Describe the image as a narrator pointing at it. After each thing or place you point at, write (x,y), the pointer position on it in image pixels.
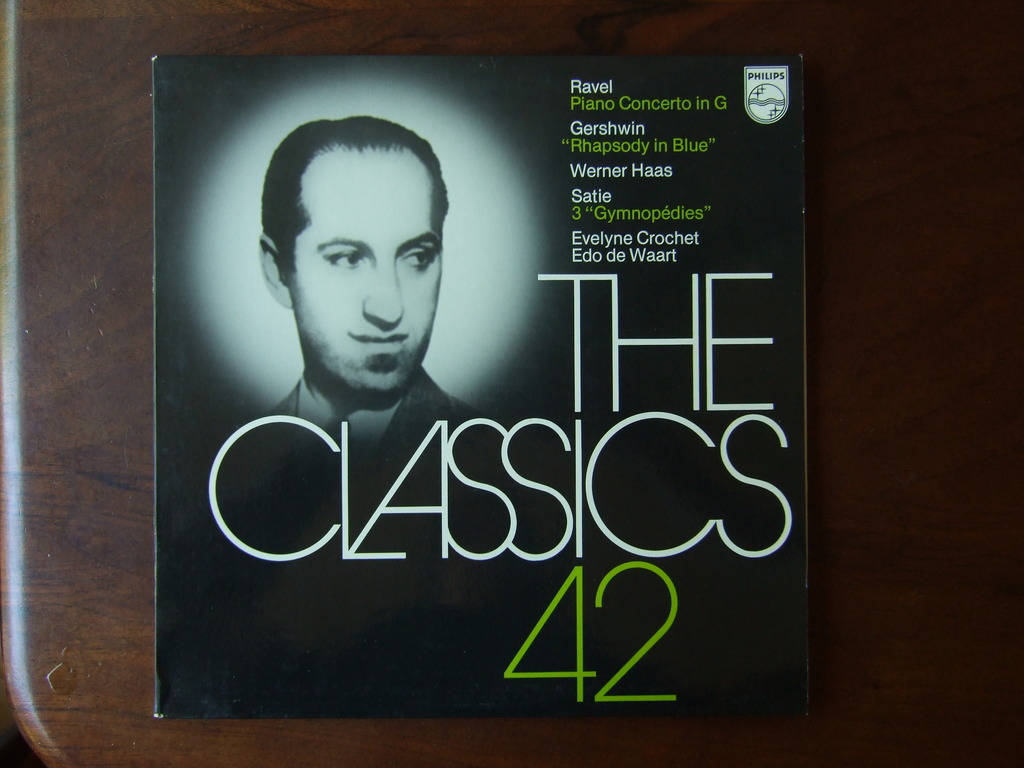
In the picture we can see a wooden plank (887,143), on it we can see a book (406,410) which is black in color and on it, it is written as the classics 42, and we can also see a man picture (455,267) on it.
